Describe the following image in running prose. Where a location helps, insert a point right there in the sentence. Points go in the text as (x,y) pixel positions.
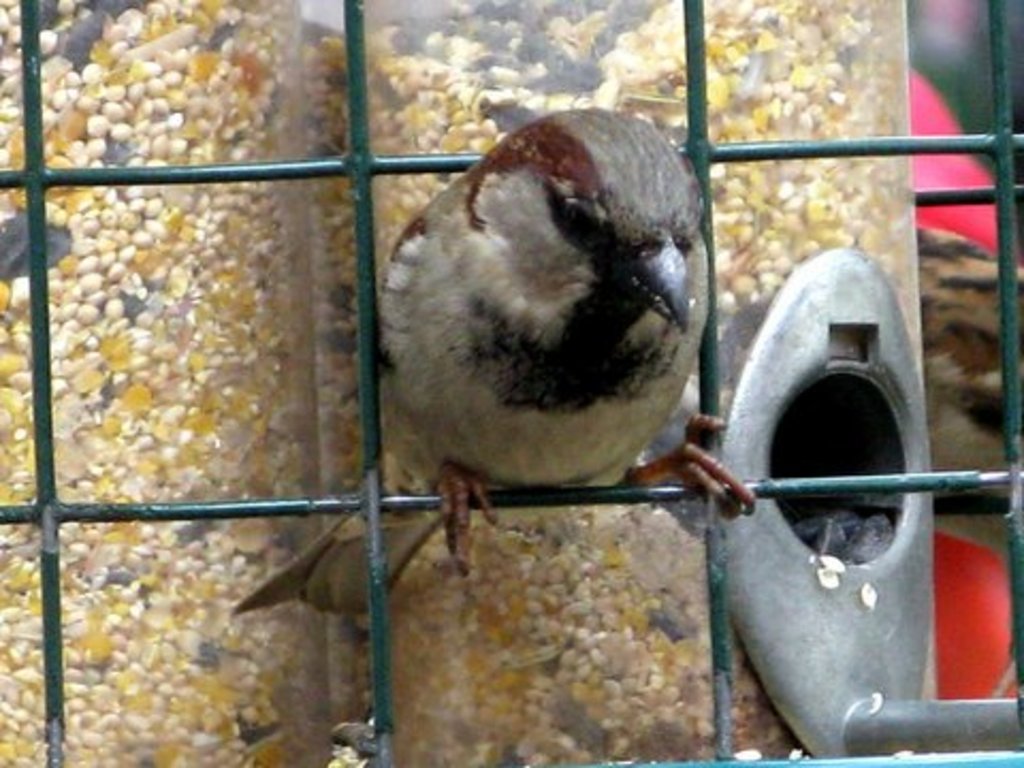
In the middle of this image (633,360), there is a bird (549,119) standing on a green color fence (990,510). In the background (262,568), there are seeds (188,309) and other objects (945,328).
